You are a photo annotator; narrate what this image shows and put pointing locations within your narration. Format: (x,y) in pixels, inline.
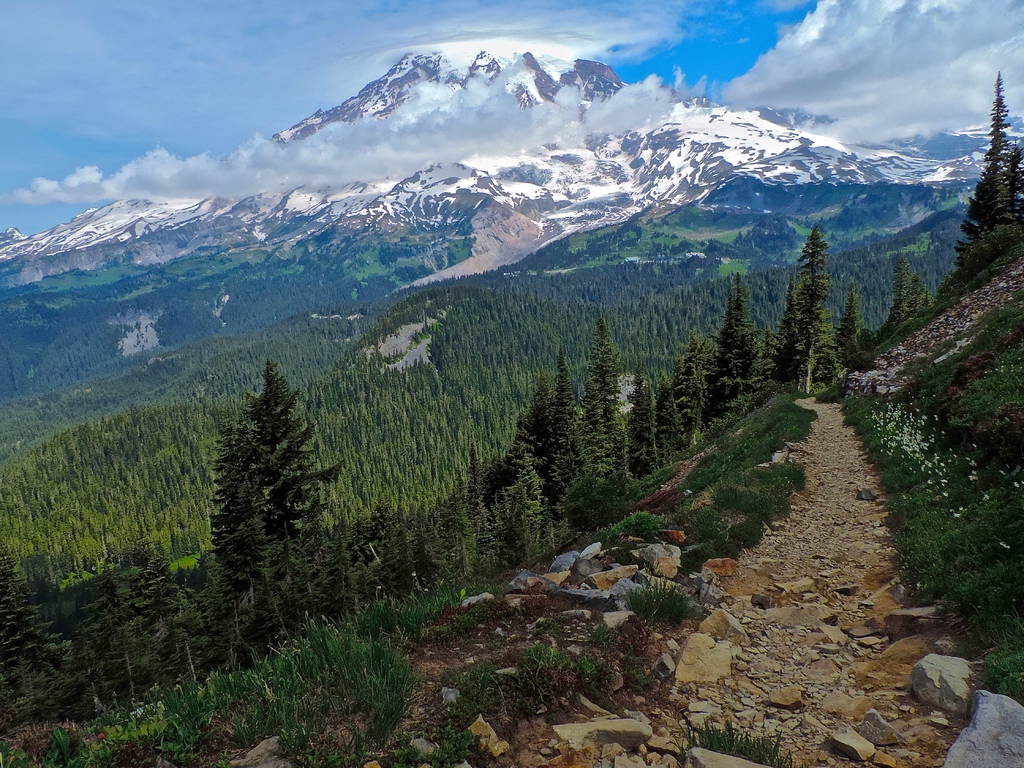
In the image we can see there is a ground (961,463) covered with grass (664,600) and there are plants (377,640) on the ground (72,728). There are lot of trees (409,293) and behind there are mountains (730,114) covered with snow (871,166).
